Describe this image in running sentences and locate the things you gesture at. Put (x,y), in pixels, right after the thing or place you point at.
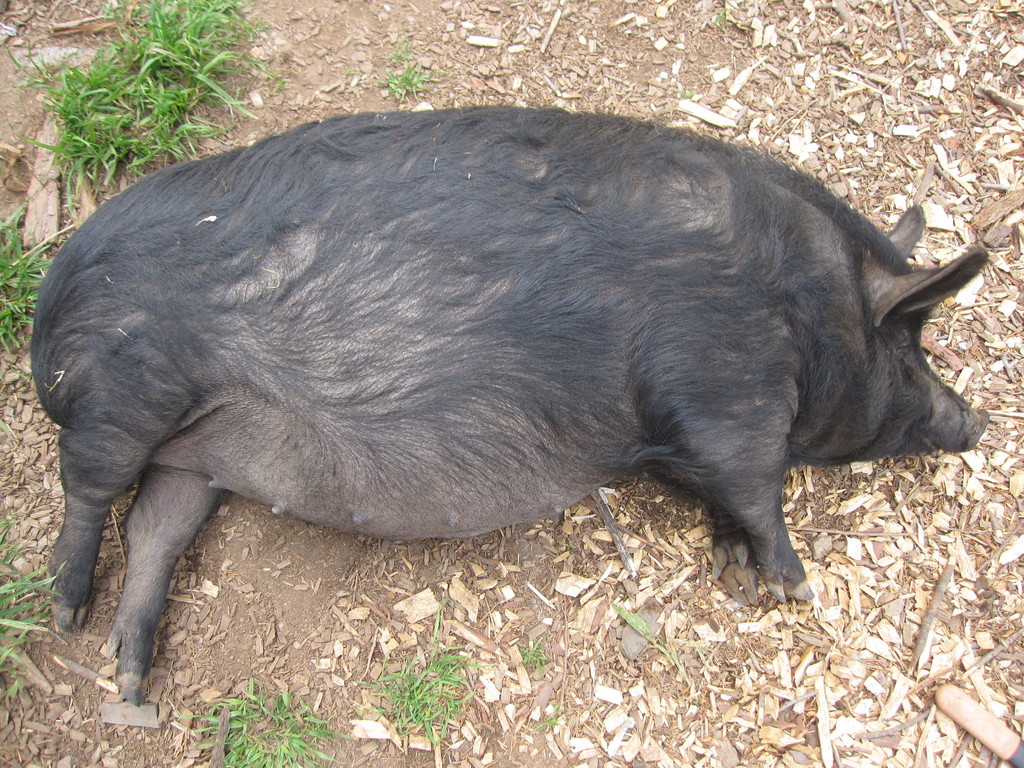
In this image a pig (537,496) is lying on the land (478,699) having some trash (485,699) and grass (255,699) on it.
